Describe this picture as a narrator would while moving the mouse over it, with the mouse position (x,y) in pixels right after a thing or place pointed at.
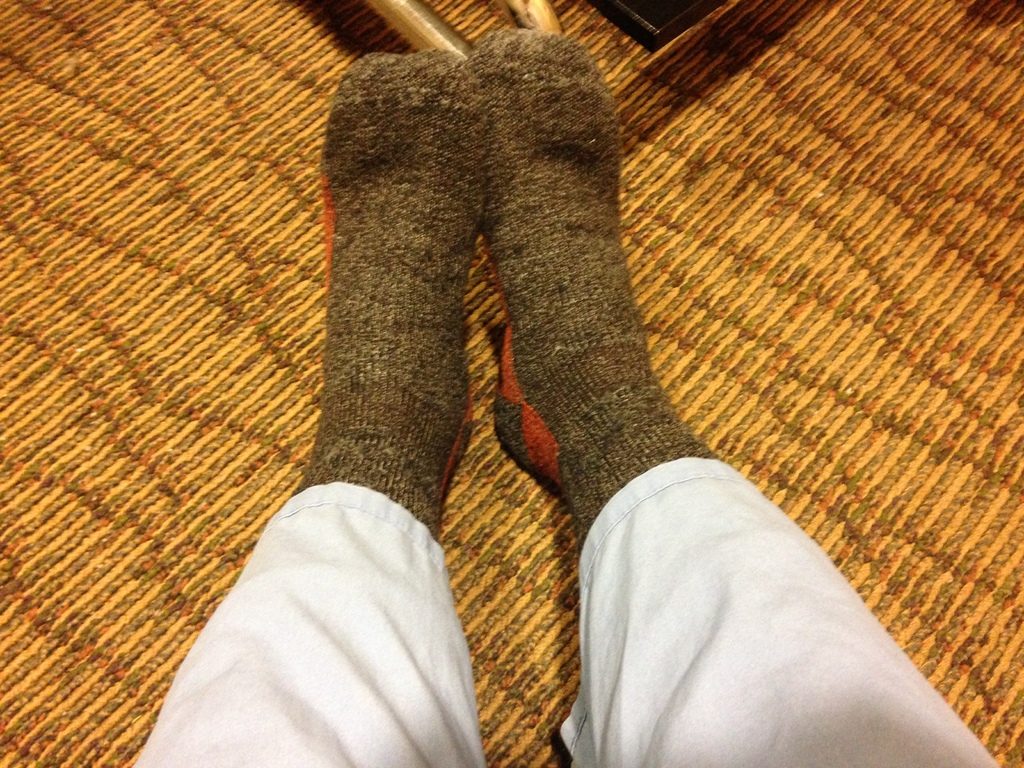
Here I can see a person's leg (456,461) wearing socks (387,363) and a white color trouser (754,677). At the top (410,14) there is a wooden object (432,14). In the background (127,168) there is a carpet (115,399).
